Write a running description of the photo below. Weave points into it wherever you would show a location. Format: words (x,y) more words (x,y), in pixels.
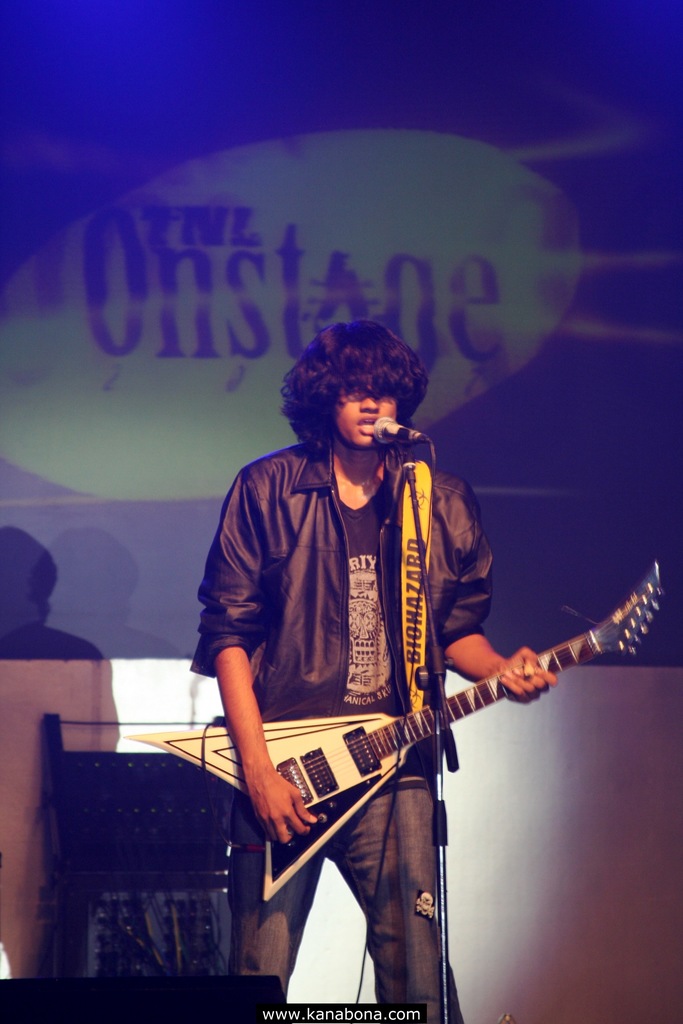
In the middle of the image (393,375) a man (368,355) standing in front of the microphone (395,435) and playing and singing. Behind him there is a banner (207,60). Bottom left side of the image (221,931) there is a electronic device (230,878).
